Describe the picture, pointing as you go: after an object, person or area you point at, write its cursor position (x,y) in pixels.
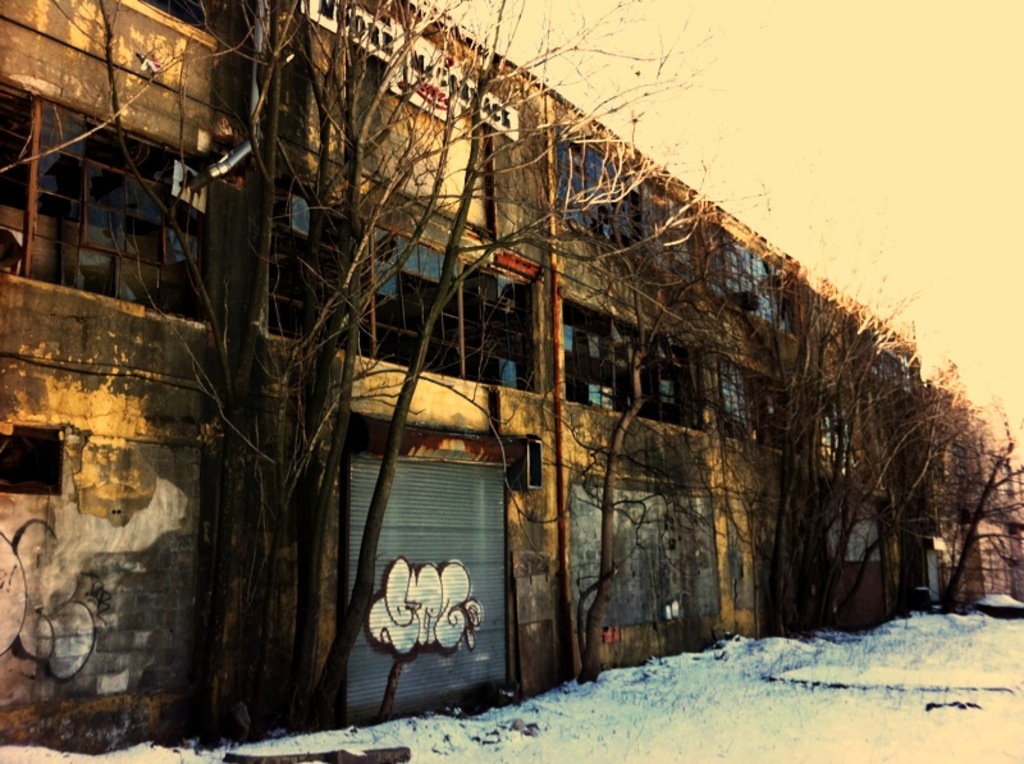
This image consists of a building (293,426) along with the shutter (438,471). At the top (198,190), there are windows (300,223). And we can see the trees (825,530). At the bottom (895,713), there is snow (895,713). At the top (856,156), there is sky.
